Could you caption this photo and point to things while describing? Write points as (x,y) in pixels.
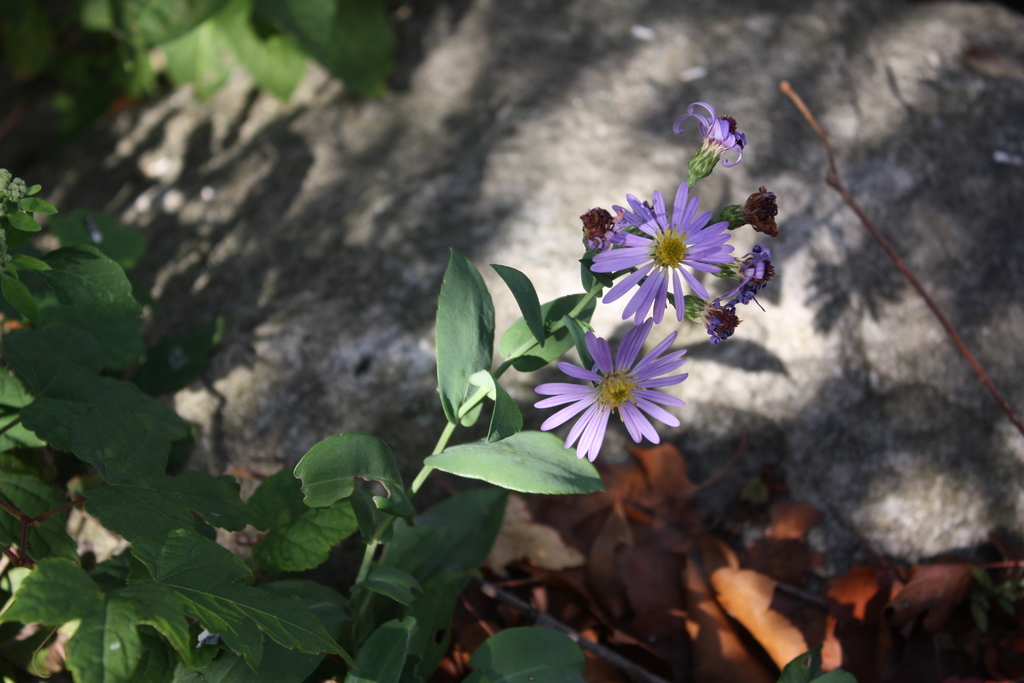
In this picture we can see the plant (650,242) with leaves (443,404) and flowers (645,271). Behind the plant (291,515) there are dry leaves (592,504) and a rock (548,107).
